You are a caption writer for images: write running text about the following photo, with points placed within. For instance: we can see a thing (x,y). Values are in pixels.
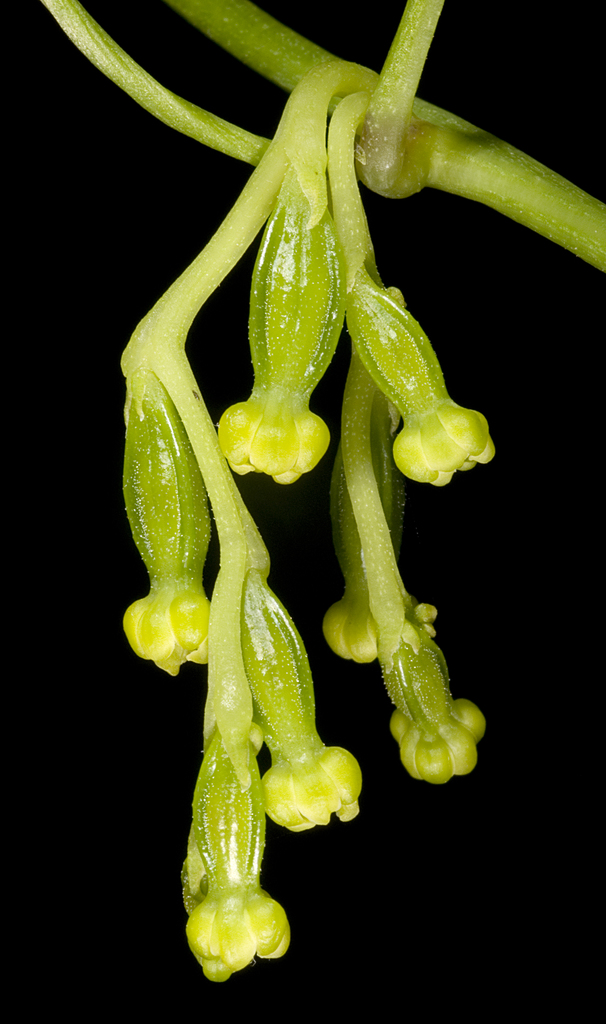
In this image there are small buds (360,654) to the tree stem (378,188).
